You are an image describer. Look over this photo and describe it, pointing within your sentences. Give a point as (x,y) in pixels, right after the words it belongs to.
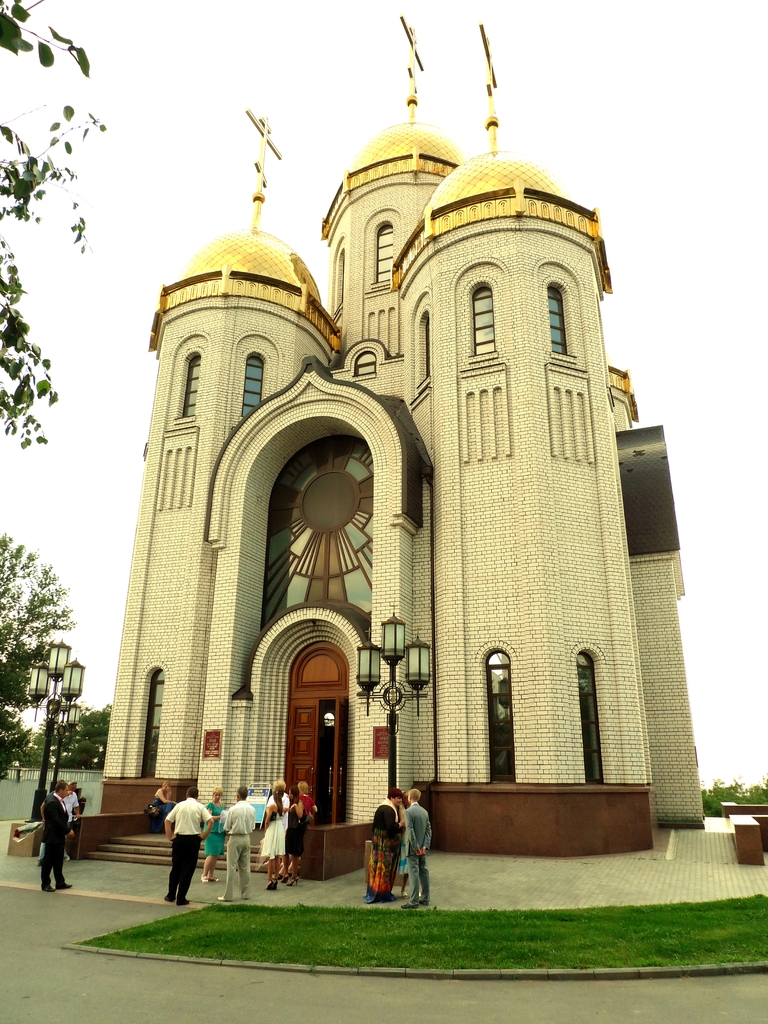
In this image I can see grass (249,915) and I can see few people (389,827) are standing near it. In the background (132,736) I can see few poles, few lights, a building (256,576) and on the left side of this image (0,15) I can see few trees (74,758).
